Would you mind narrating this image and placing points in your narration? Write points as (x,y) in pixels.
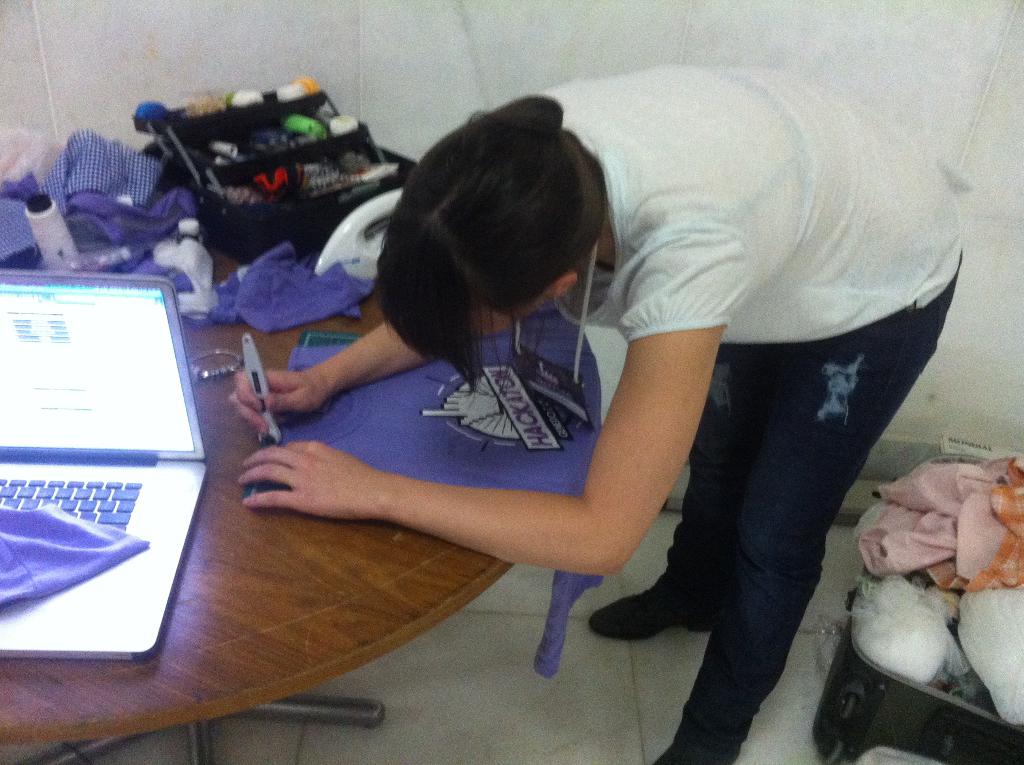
In this picture a woman (733,635) is standing at the table (361,643), there is luggage (889,661) behind her and there is a laptop (182,516) on the table (58,679).
